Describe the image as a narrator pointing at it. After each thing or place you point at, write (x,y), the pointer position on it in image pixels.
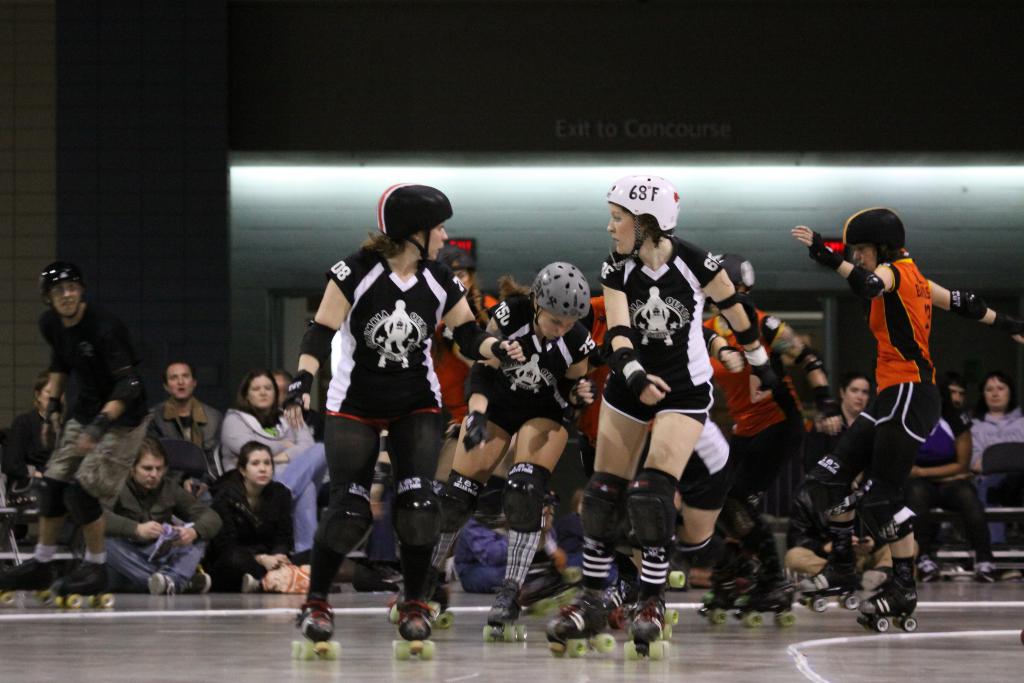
In this image there are many people (408,395). In the foreground (460,432) there are a few girls (487,396) skating on the floor (388,668). They are wearing roller skates (618,613). In the background (284,459) there are a few people (210,436) sitting on the chairs (202,450) and a few (255,511) sitting on the floor (409,675). In the extreme background (769,118) there is a wall (435,80). There is text (612,123) on the wall (595,115).
